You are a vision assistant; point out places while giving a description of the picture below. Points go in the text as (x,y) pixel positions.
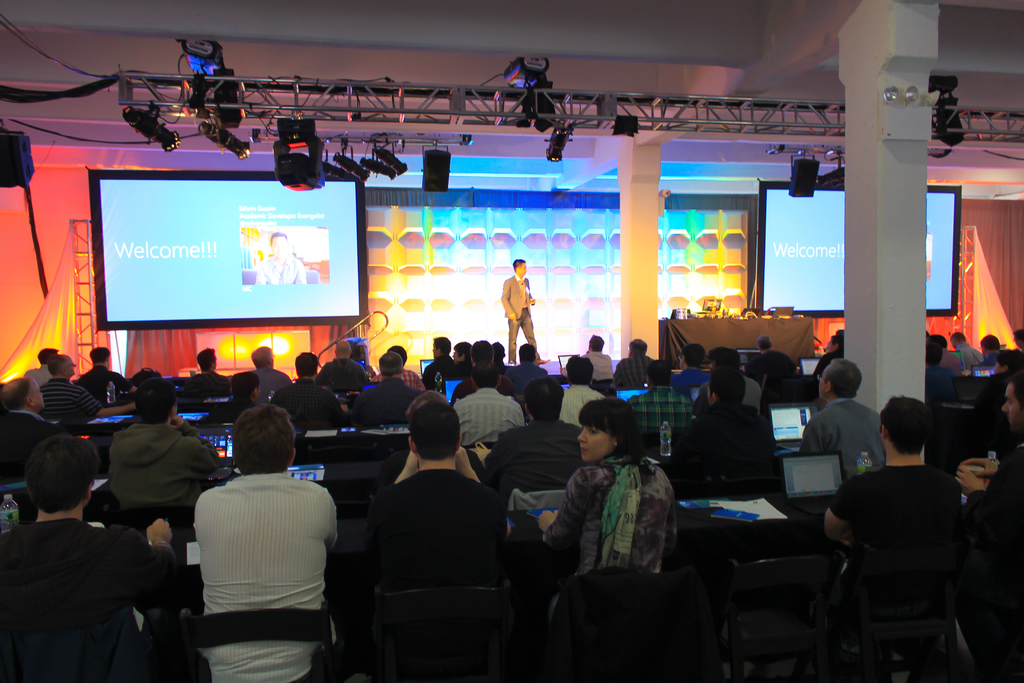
In this picture we can see some people (428,450) sitting on chairs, in the background (822,234) there are two screens (814,247), we can see a person (529,313) standing here, on the right side (896,263) there are two pillars (857,263), we can see laptops (225,452) here.
